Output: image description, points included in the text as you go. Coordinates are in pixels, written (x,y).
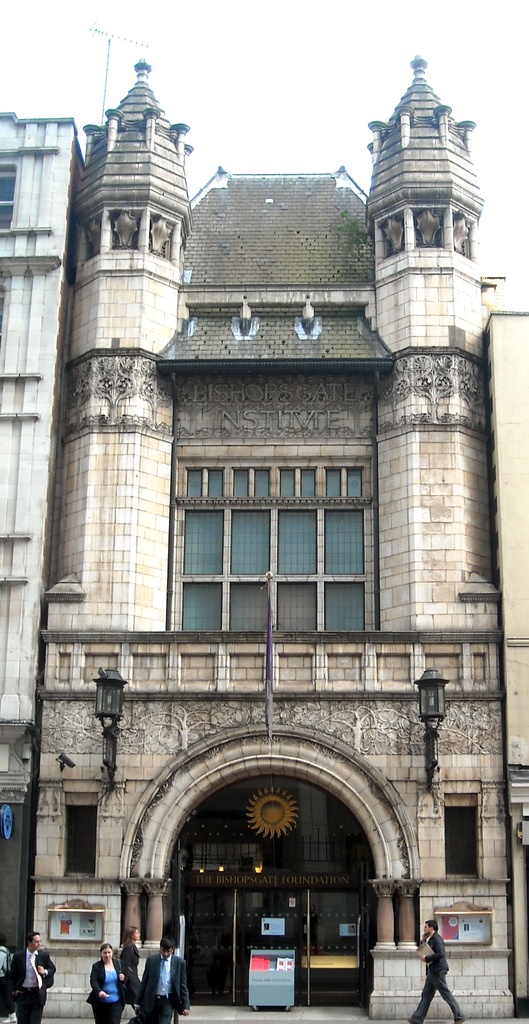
In the center of the image (312,610) there is a building (217,539). At the bottom of the image (25,1000) there are people (162,985) walking. At the top of the image (430,20) there is sky (290,38).
